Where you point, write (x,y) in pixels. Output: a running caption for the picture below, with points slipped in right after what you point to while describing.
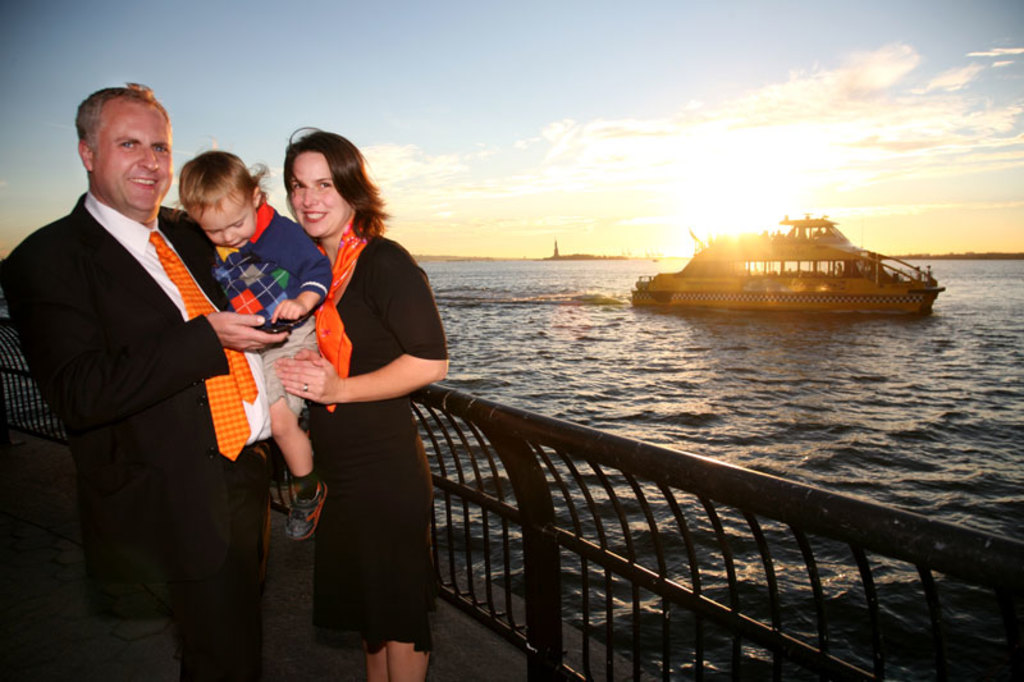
In this image I can see three people (235,346) with different color dresses (236,357). To the side of these people (397,435) I can see the railing (545,528) and the boat (801,301) on the water (651,364). In the background (567,200) I can see the clouds (681,141) and the sky (472,88).
